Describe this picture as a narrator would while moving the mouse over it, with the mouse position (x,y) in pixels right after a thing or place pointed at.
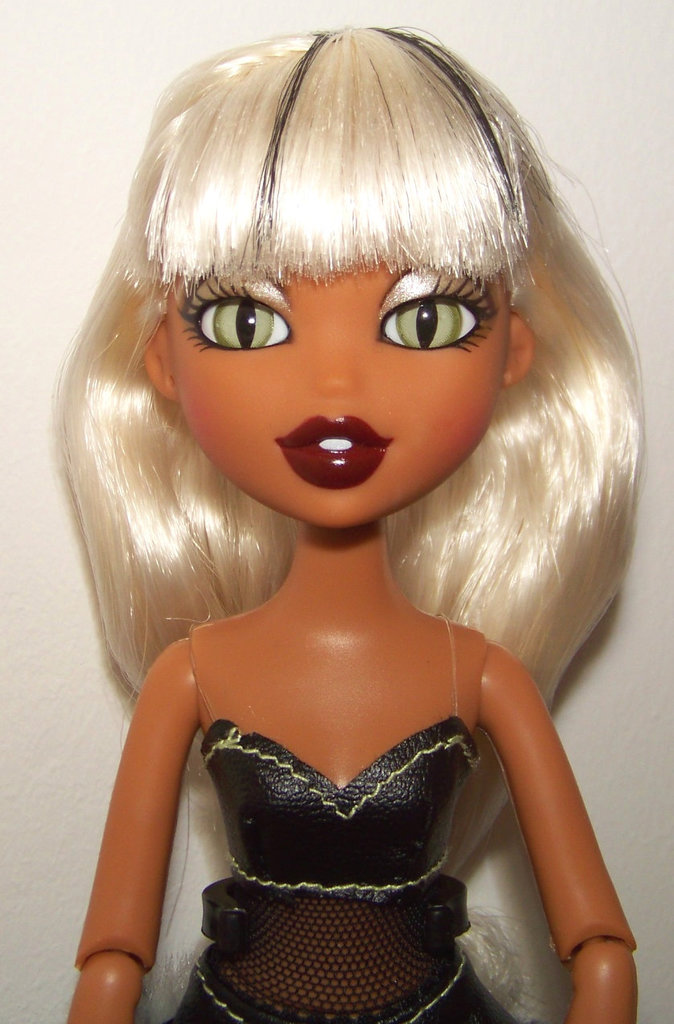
In the image we can see a doll (518,385). Behind the doll (424,75) there is wall (596,742).
